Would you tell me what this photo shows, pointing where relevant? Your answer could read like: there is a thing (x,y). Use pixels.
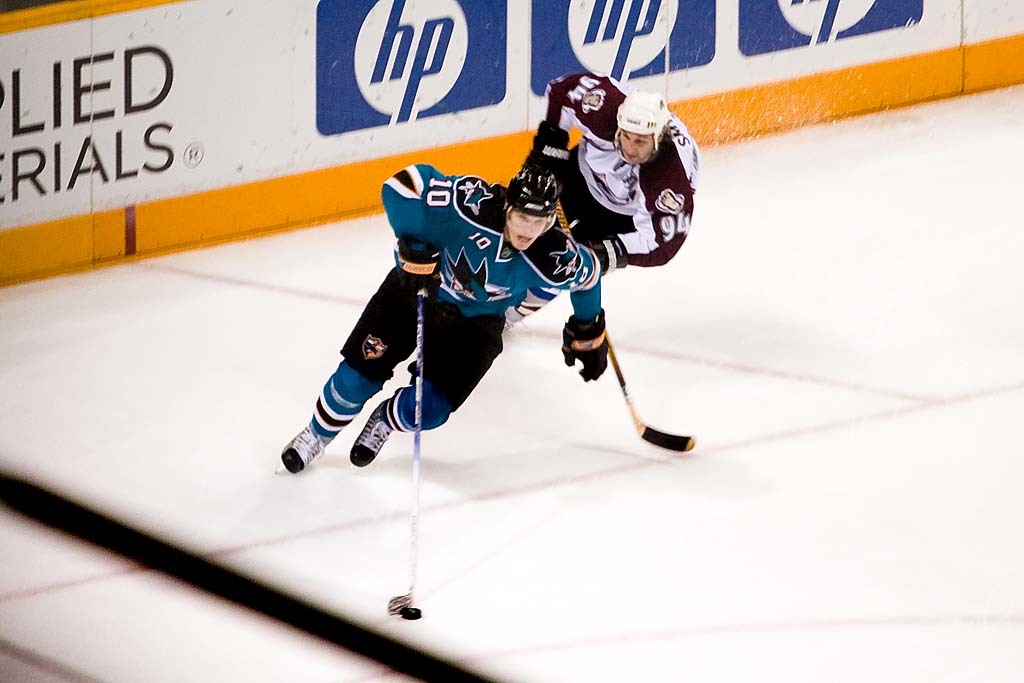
In the middle of the image (468,243) on the white surface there is a man (336,398) with blue and black dress (331,416) is skating and there is a helmet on his head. And he is holding the hockey stick (420,309) in his hand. Behind him there is another person (594,149). To the top of the image (285,53) there is a poster (285,53).
